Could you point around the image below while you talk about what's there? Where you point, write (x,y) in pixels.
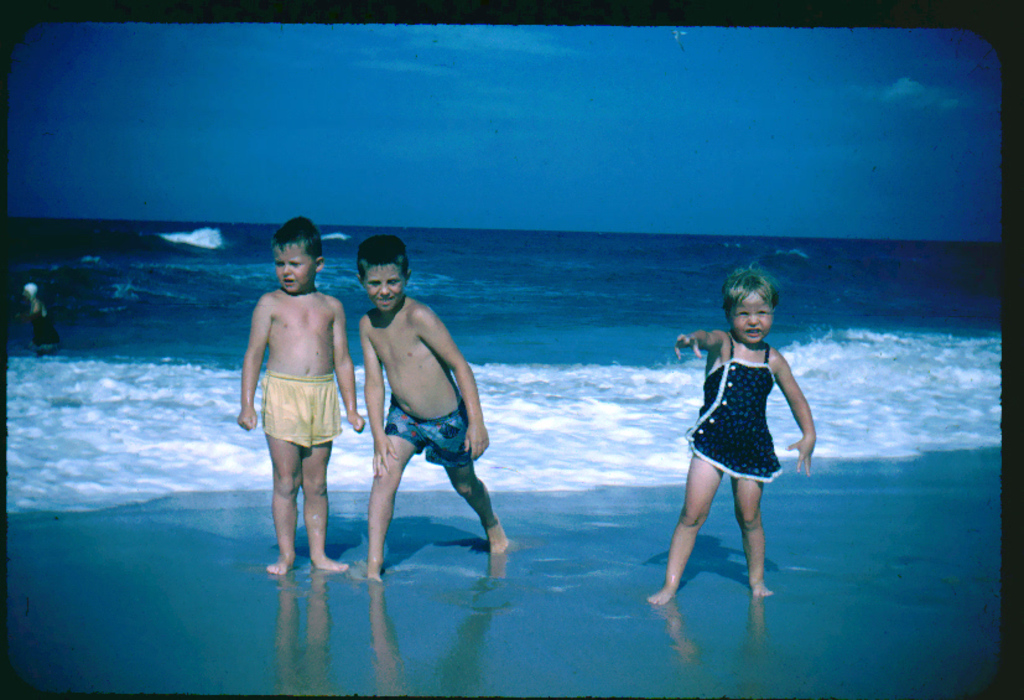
In this image we can see few children (382,399) on the sea shore (618,644) and in the background (419,112) we can see the sky (574,81).
